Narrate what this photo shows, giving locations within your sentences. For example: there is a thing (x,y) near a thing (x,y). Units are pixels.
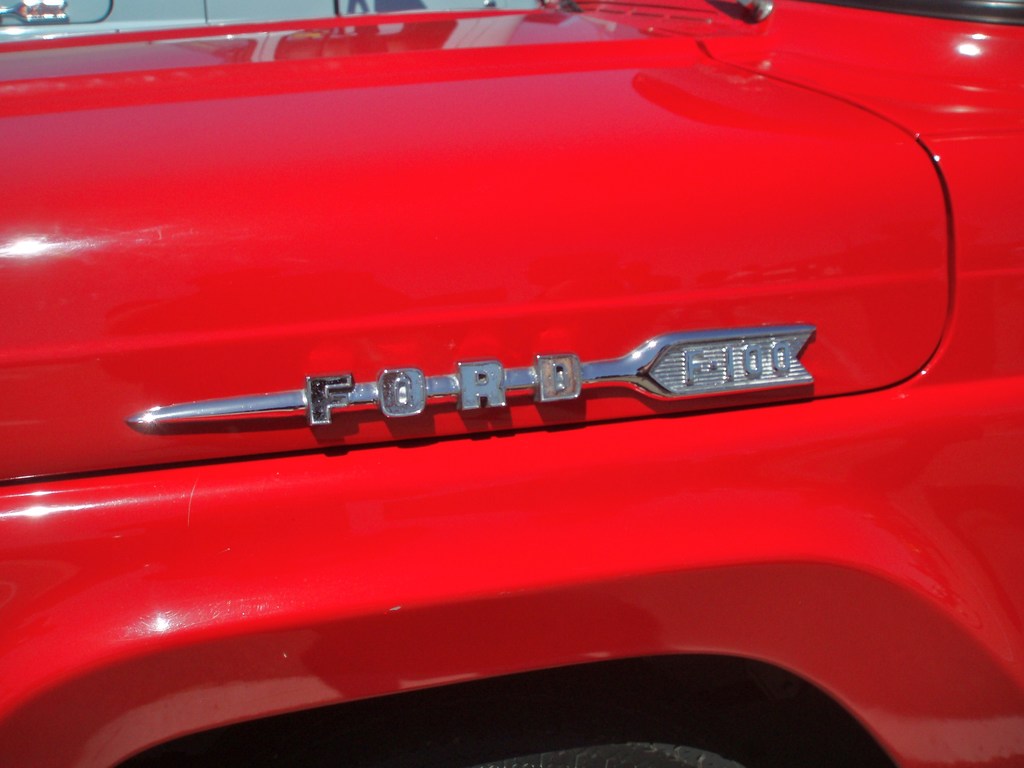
In this image this is a zoom in picture of a car (503,309) which is in red color and there is a logo (321,382) of a car (439,429) as we can see in middle of this image (385,389).
